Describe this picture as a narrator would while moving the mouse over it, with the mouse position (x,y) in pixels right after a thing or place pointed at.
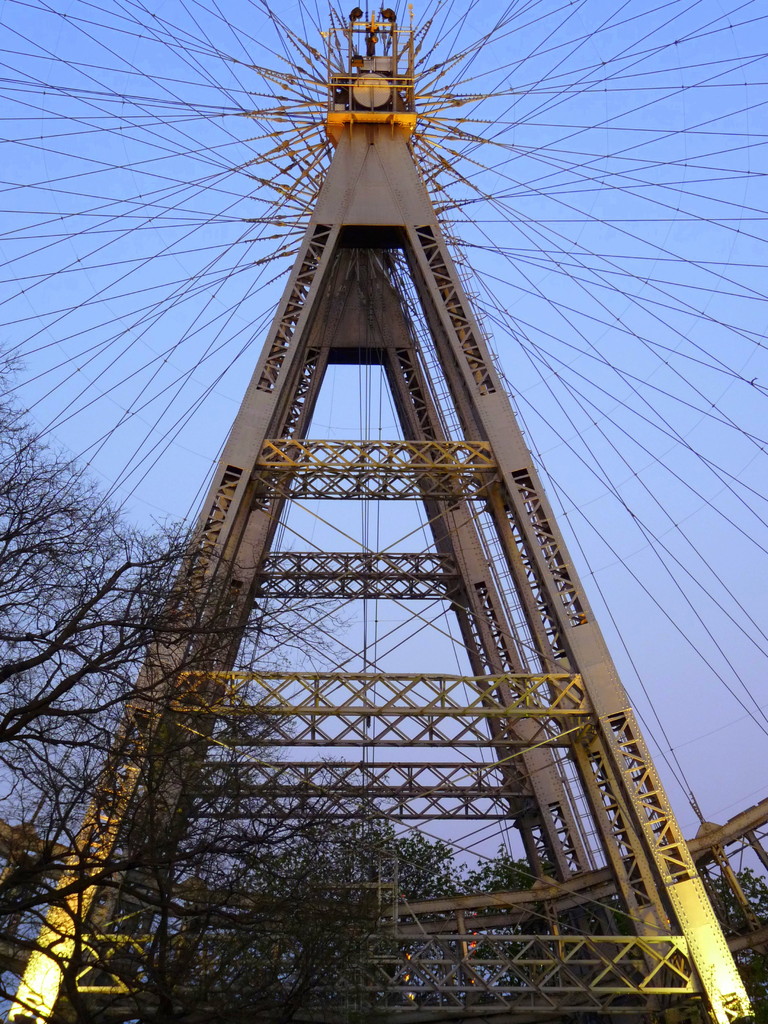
In the center of the image (498,400) we can see one tower (378,335), wires (532,364) and a few other objects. In the background (279,264) we can see the sky (420,607) and trees (43,707).
